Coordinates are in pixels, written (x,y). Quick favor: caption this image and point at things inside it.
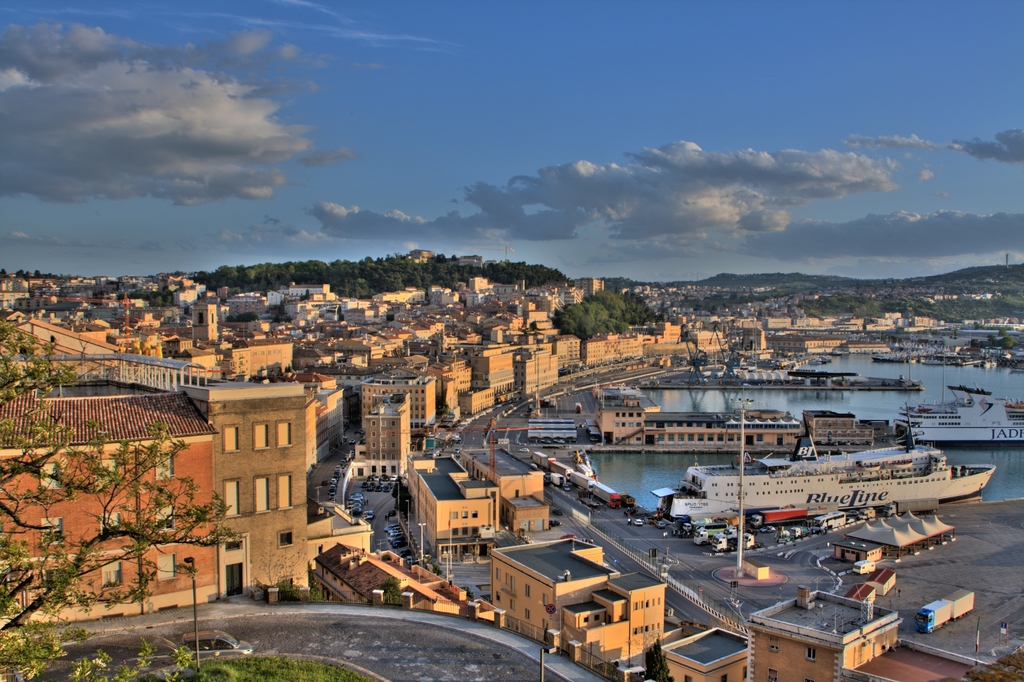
In this image we can see buildings (224,481), beside that we can see trees (187,656), at the bottom (267,659) we can see the grass (316,675). And we can see vehicles (181,643) on the road (306,634), on the right (940,378) we can see ships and water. And we can see hills (717,277) in the background (949,289), at the top (473,161) we can see the sky (180,233) with clouds (948,244).
